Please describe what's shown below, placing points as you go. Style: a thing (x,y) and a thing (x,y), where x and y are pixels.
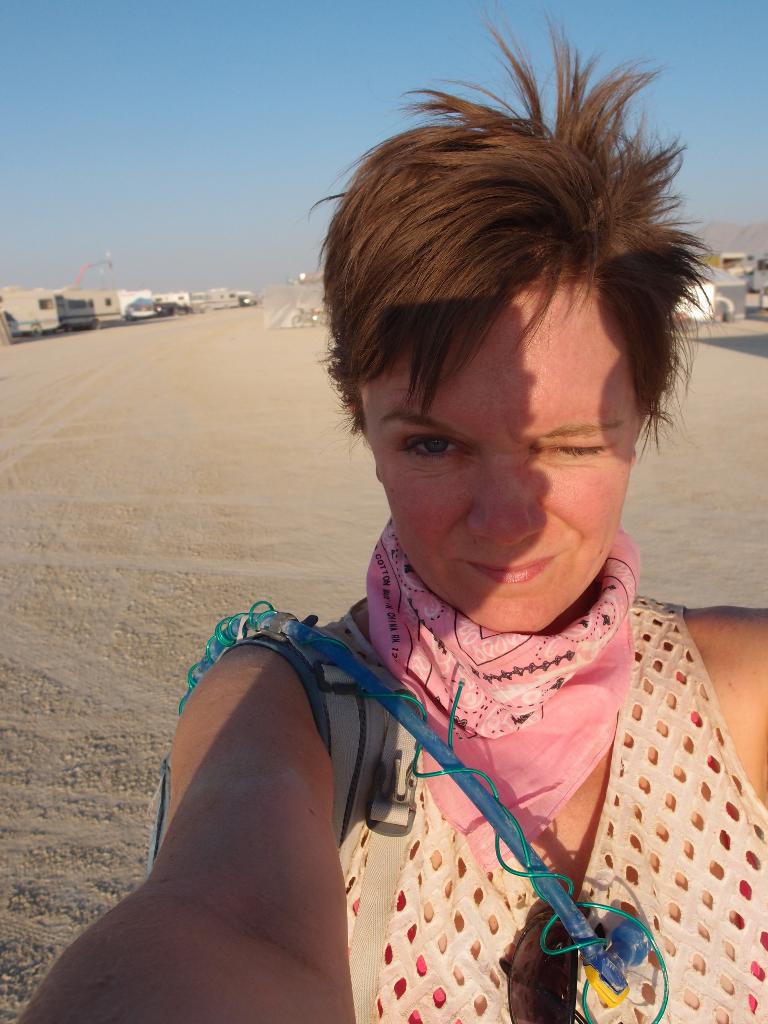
In this image we can see a lady person (428,766) wearing white color dress (421,851) also carrying backpack (328,660) posing for a photograph and in the background of the image (148,406) there are some vehicles (5,306), sand (144,325) and clear sky (234,236).
